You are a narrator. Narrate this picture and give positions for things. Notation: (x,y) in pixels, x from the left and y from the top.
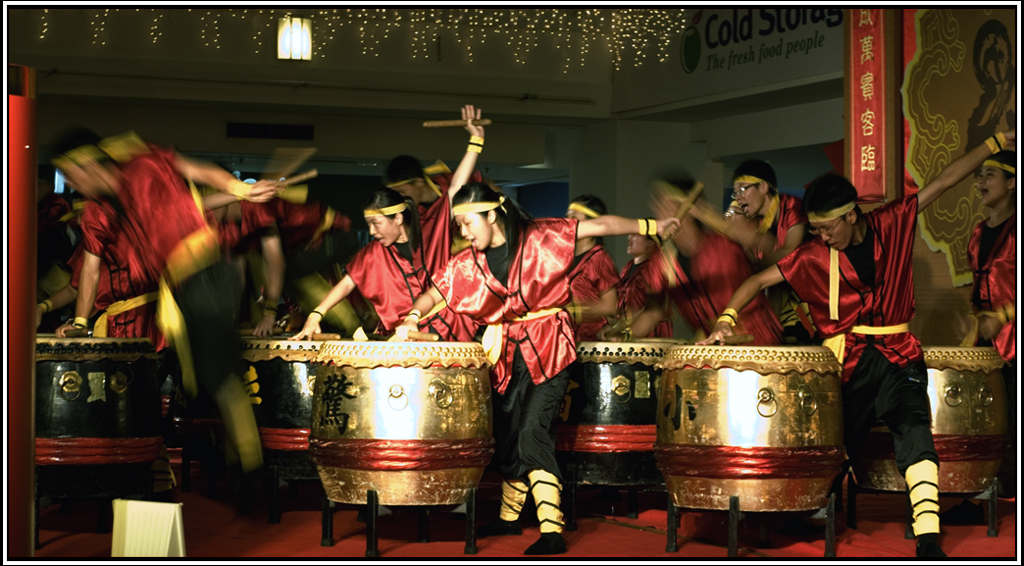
In this image we can see a group of people (575,237) standing on the red carpet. They are all wearing the similar dressing clothes (831,297). They are holding the sticks (432,125) in their hands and they are playing the drums (566,437). This is looking like a banner (879,45) on the top right side (866,46).
